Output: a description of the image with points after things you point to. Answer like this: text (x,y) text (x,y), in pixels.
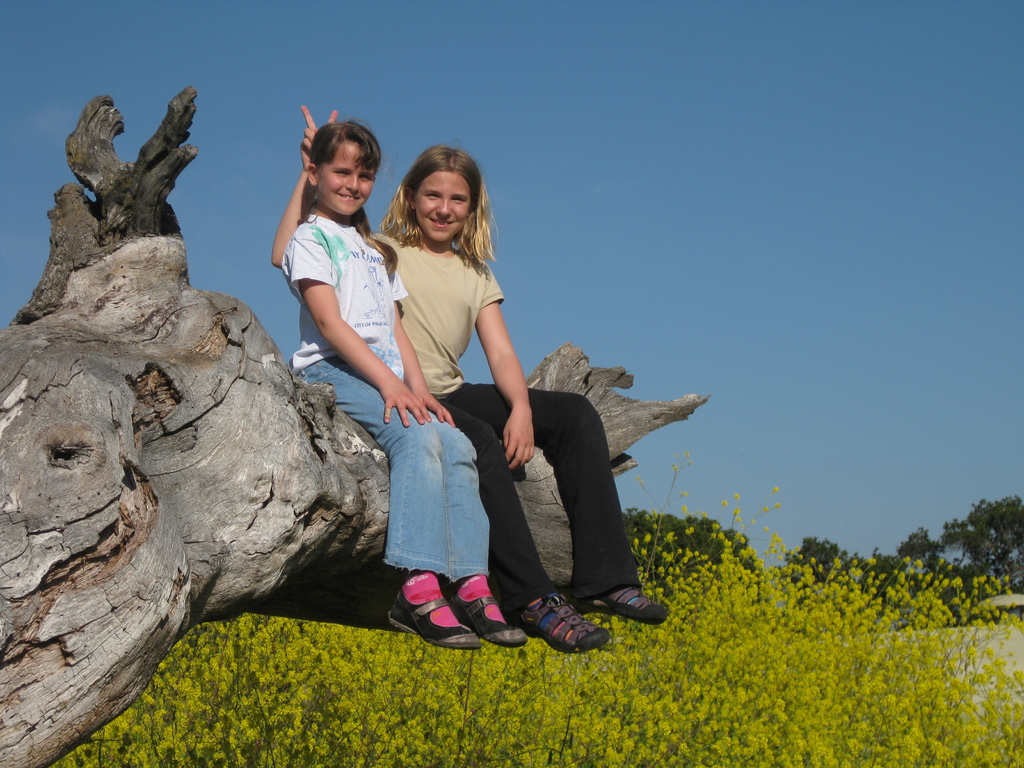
In this picture we can see two girls (348,303) smiling, sitting on a wooden log (263,509), plants (921,691), trees (962,532) and in the background (843,285) we can see the sky (716,209).
